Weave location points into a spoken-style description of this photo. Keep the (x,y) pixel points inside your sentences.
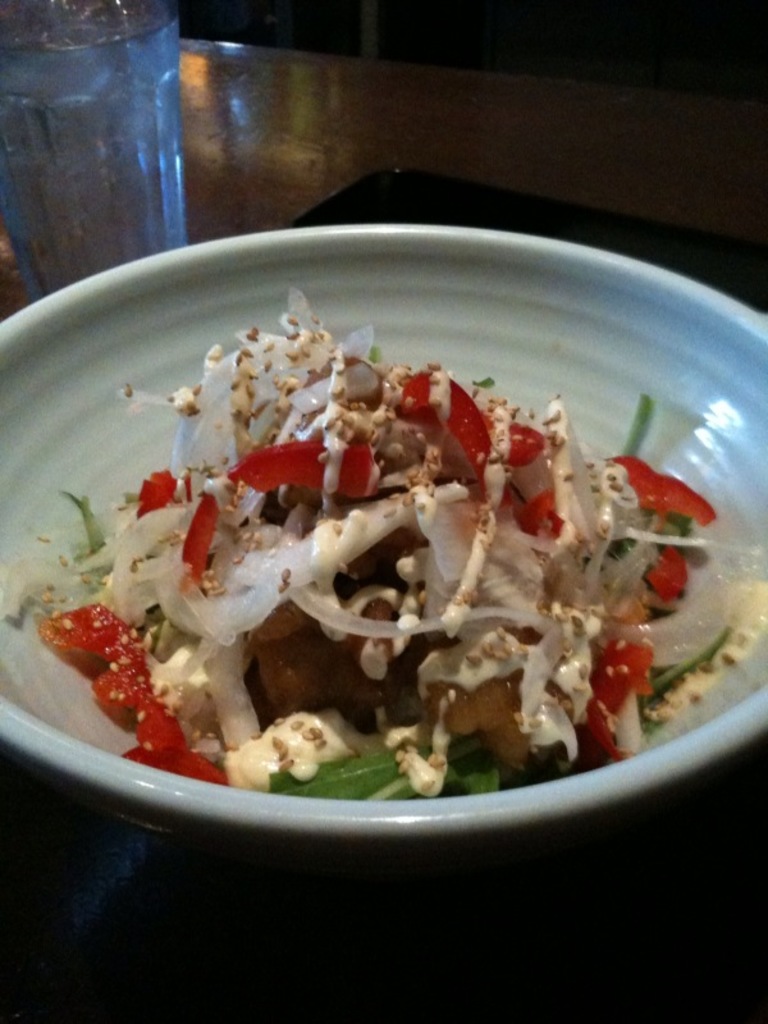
In this image there is a food (443,504) in a bowl (359,800) and a glass (132,111) of water (127,112) arranged on the table (709,202).
